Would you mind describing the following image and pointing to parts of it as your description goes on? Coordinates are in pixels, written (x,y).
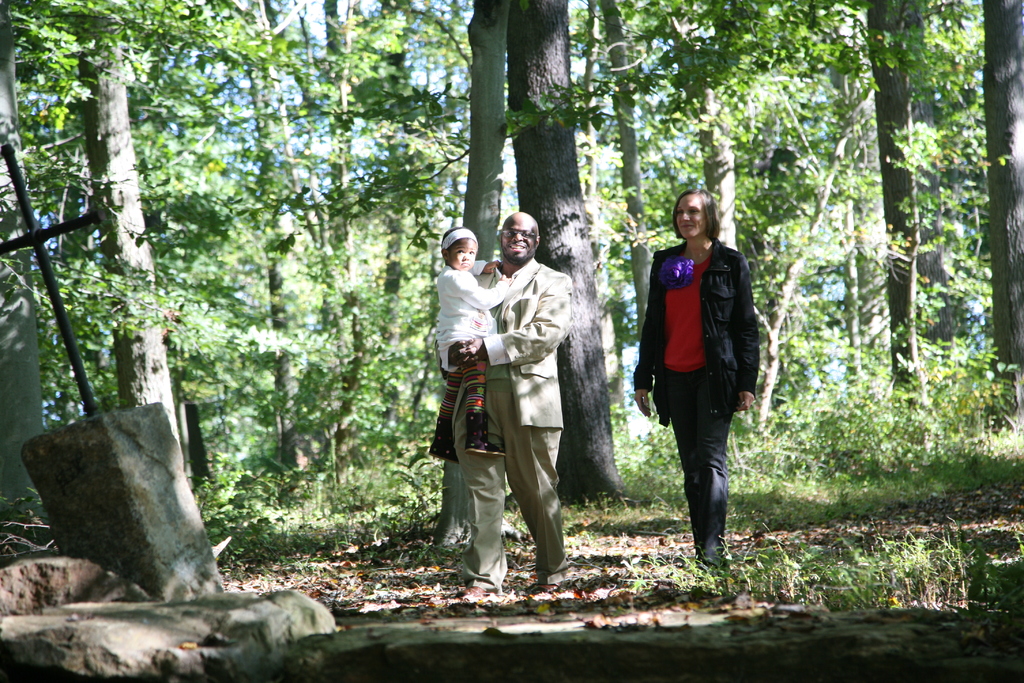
In this picture I can see a woman (737,334) and a man (532,384) are walking. The man (521,386) is holding a child (462,316) and smiling. In the background (480,220) I can see trees (438,206) and grass (515,525). On the left side (98,595) I can see rocks (111,515) and some other objects (90,393).
